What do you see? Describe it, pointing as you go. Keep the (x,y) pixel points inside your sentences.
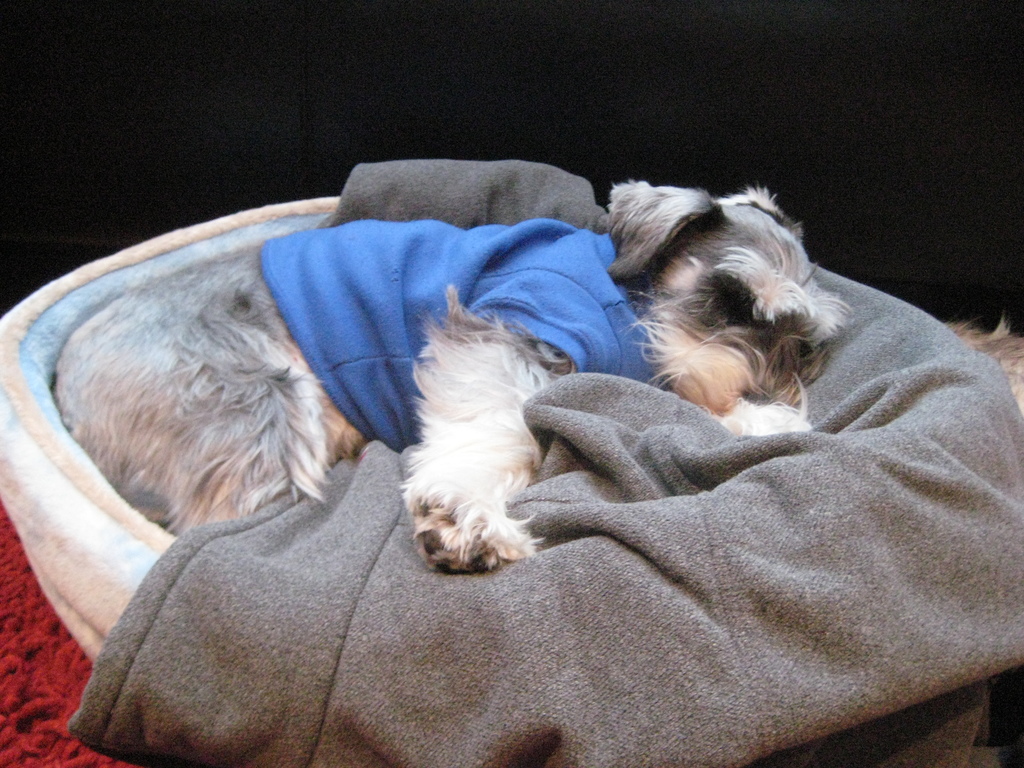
In this image, we can see a dog (692,357) is sleeping in the basket (141,515). Here there is a cloth (299,634). Left side (39,722) bottom corner, we can see red color object (30,645). Background (1016,165) we can see black color.
